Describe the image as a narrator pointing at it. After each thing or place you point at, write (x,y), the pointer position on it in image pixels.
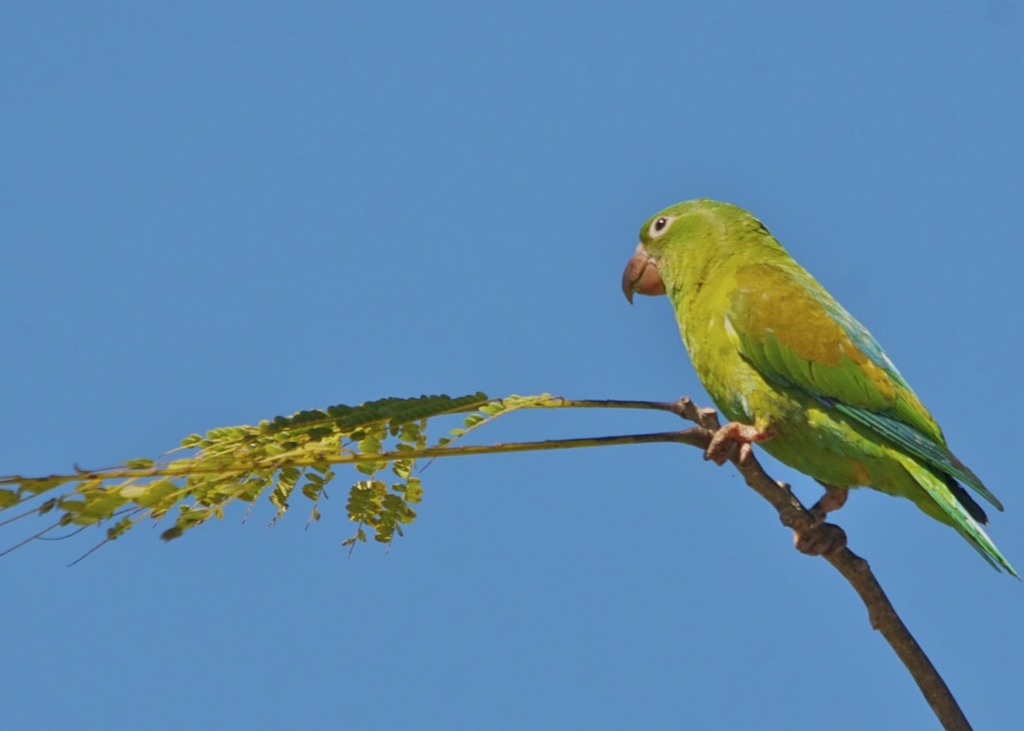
In the foreground (994,545) I can see a parrot (801,540) is sitting on the branch (763,489) of a tree (393,459). In the background (903,597) I can see the blue sky (598,115). This image is taken may be during a day.
